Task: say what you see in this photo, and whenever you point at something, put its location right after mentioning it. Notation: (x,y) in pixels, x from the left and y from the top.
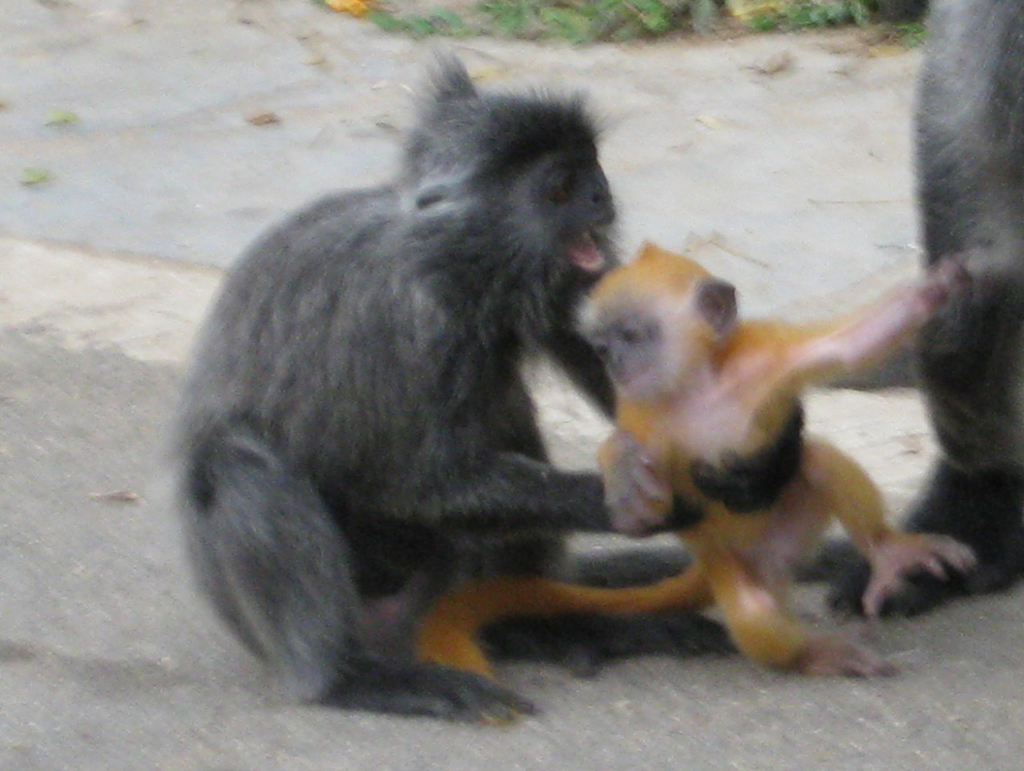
In this image I can see few animals (263,453) in gray and orange color. In the background (818,19) I can see few plants (710,19) in green color.
